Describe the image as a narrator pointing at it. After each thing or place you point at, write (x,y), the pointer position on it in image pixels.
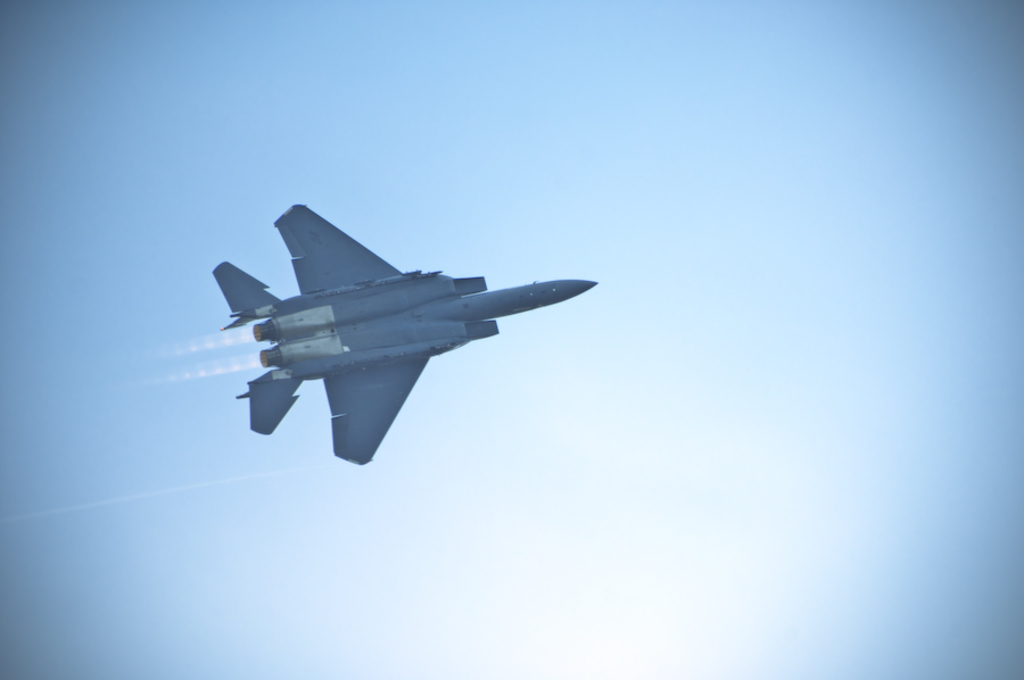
In this image in the center (417,302) there is an aircraft (358,293), and in the background (515,318) there is sky (705,352).
